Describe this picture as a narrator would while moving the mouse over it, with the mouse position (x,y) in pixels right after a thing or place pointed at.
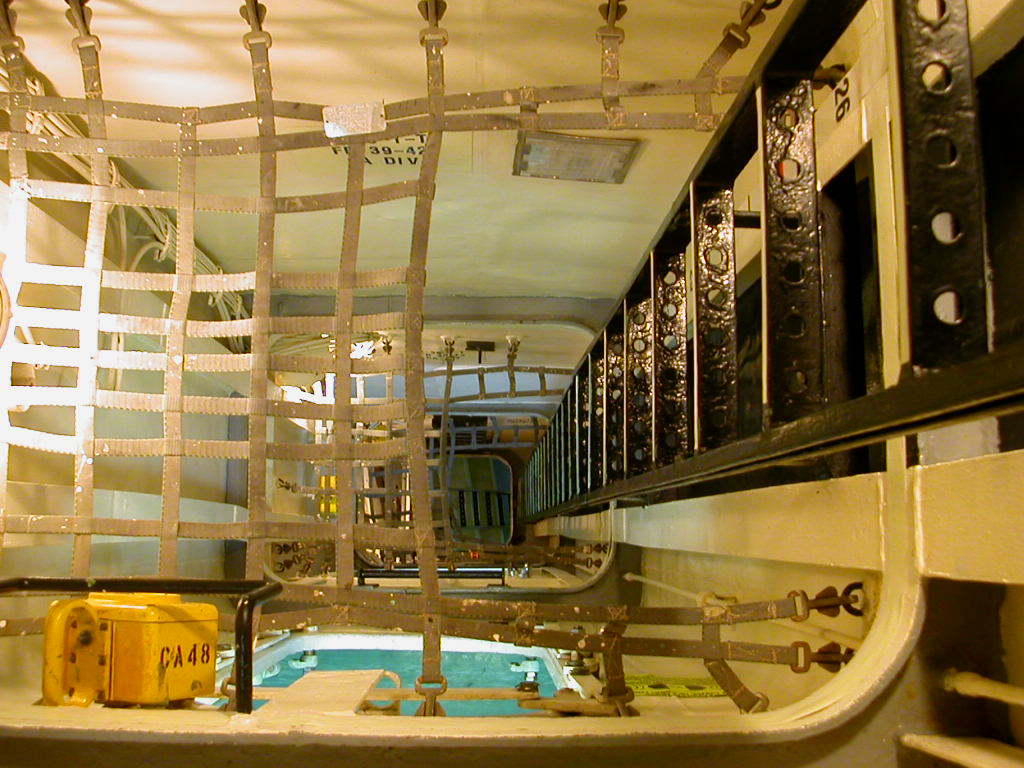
In the image we can see there is a yellow box (153,656) on which it's written "CA48" in front of it there is a teal floor area (404,657) and on opposite side its a black colour ladder (634,359). On the top (475,202) its a wall (456,148) and the belts (249,321) are arranged as a fencing (88,321).
